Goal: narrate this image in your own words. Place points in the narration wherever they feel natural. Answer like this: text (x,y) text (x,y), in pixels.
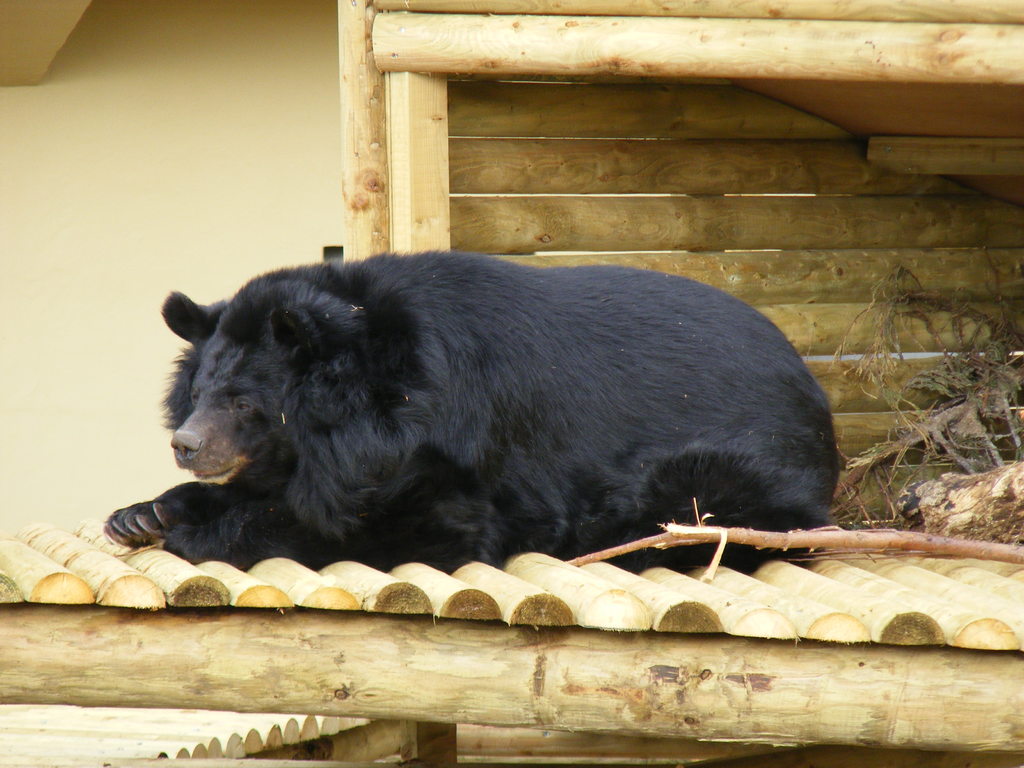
In this image I can see the wooden surface (527,657) which is brown and cream in color and on it I can see an animal (480,472) which is black and brown in color is lying. In the background (182,143) I can see the cream colored wall (239,215) and a shed (606,177) which is made of wooden logs (654,158).
